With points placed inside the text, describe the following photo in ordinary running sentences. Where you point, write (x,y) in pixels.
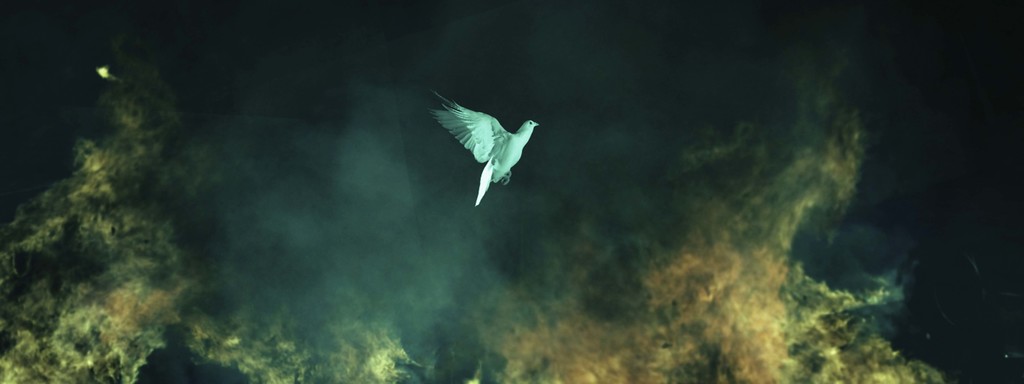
In this image we can see a bird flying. Behind the bird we can see the fire (137,303) and the smoke (425,245).
